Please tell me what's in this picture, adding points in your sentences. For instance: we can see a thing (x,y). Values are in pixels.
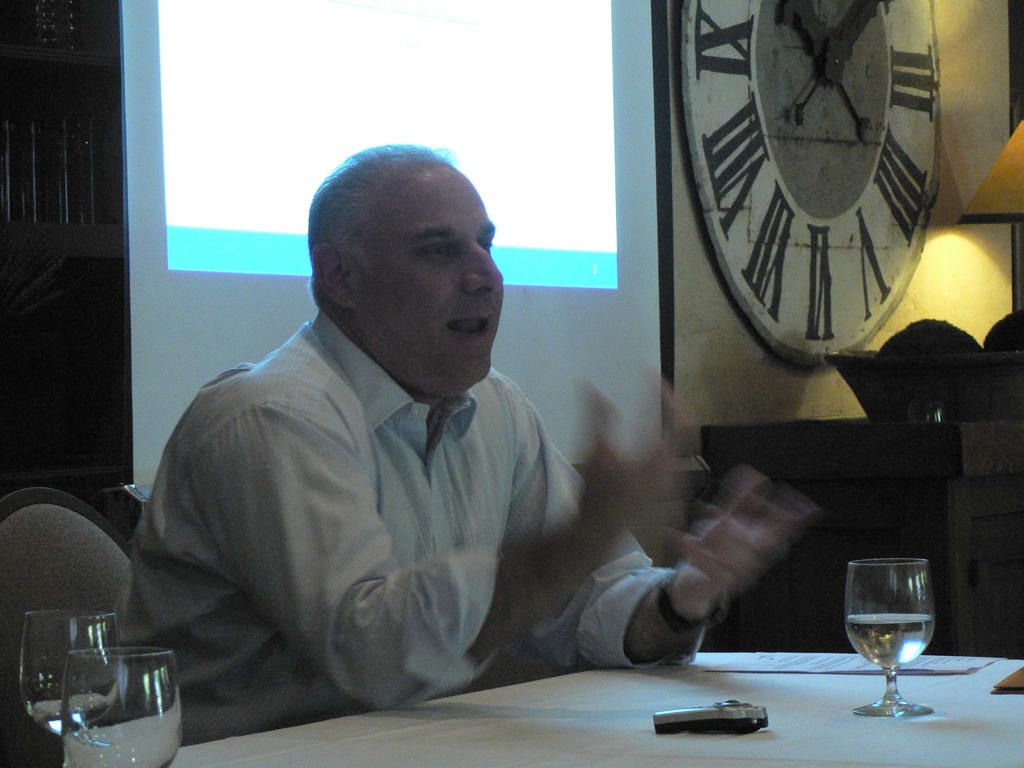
This picture shows a man (224,677), Seated on a chair (9,528) and we can see a table (845,753) on the table (712,750), We can see the glasses (930,588) and a clock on the wall (689,434) of the room (682,429) and the man (682,429) is speaking.
